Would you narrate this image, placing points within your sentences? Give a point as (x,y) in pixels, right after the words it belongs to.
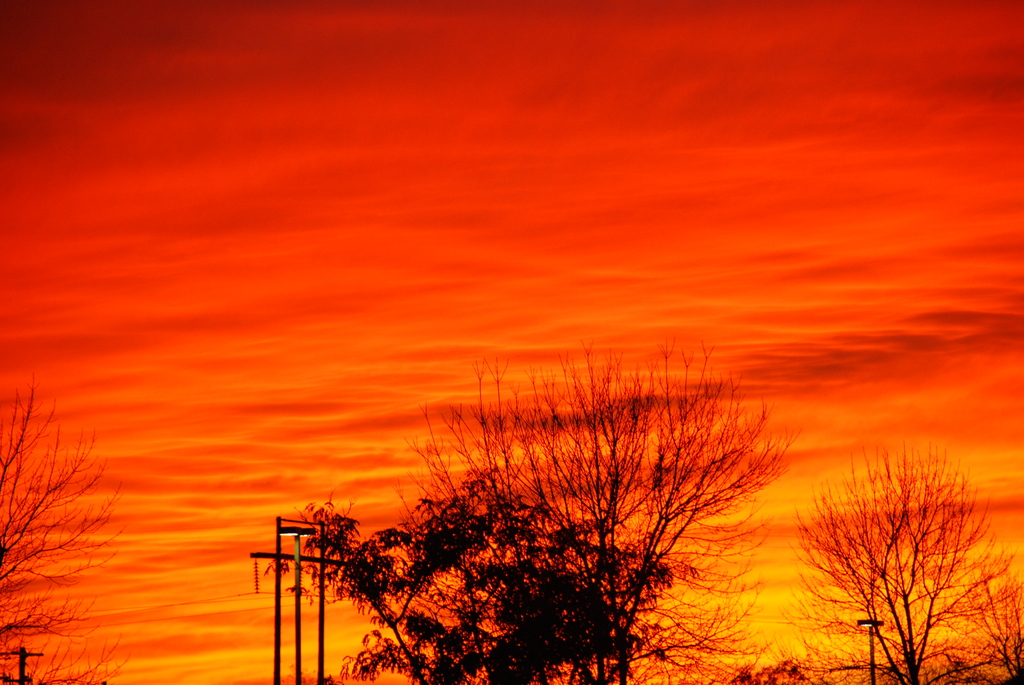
In this image we can see some trees (900,587) and there are some power poles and also we can see the sky (350,229) which is in orange color.
